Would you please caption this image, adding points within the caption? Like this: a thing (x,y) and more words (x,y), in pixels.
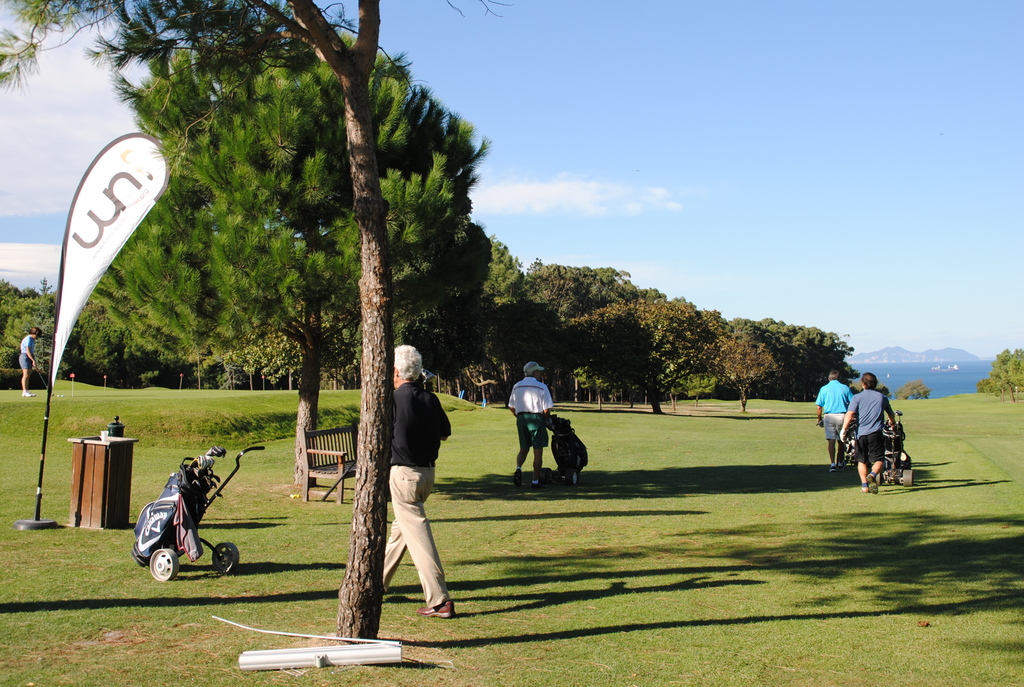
In this picture there are few persons (867,435) standing on a greenery ground (605,496) and there are trees (594,298) in the background (616,291).
